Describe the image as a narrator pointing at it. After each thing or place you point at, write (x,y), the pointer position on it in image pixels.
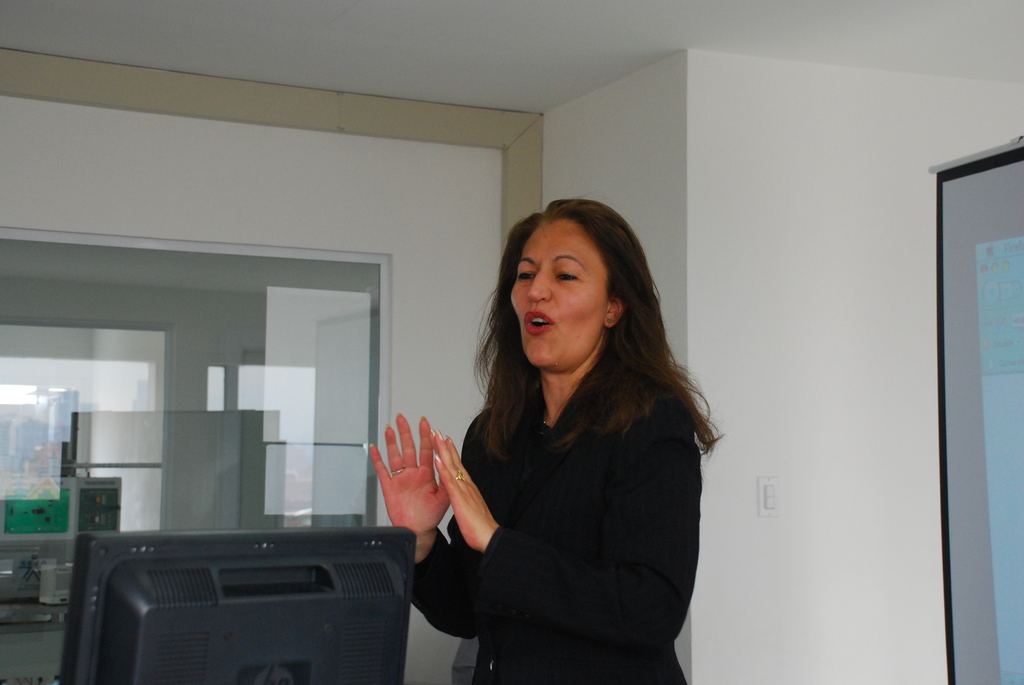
In this image we can see a lady person (610,487) wearing black color dress (566,502) standing, there is monitor (272,567) and in the background of the image (13,321) there is glass (34,447) and on right side of the image (981,208) there is projector screen (968,453).
